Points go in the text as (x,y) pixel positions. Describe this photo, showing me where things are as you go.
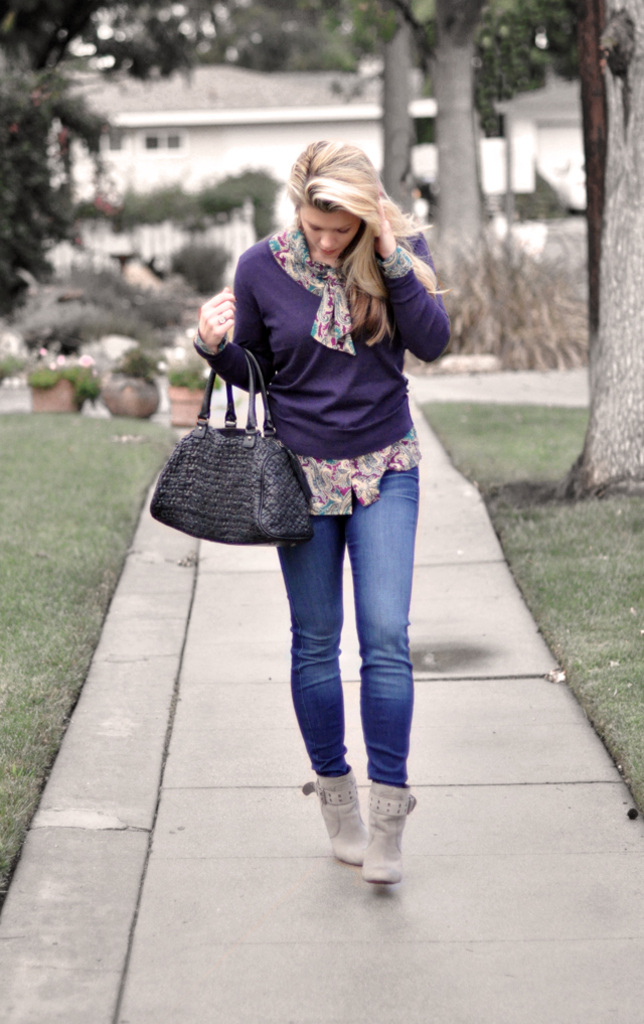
Here we can see a woman (377,878) walking with a hand bag (288,496) in her hand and behind her we can see a house (291,94) and trees (455,117), plants (64,195) present.
